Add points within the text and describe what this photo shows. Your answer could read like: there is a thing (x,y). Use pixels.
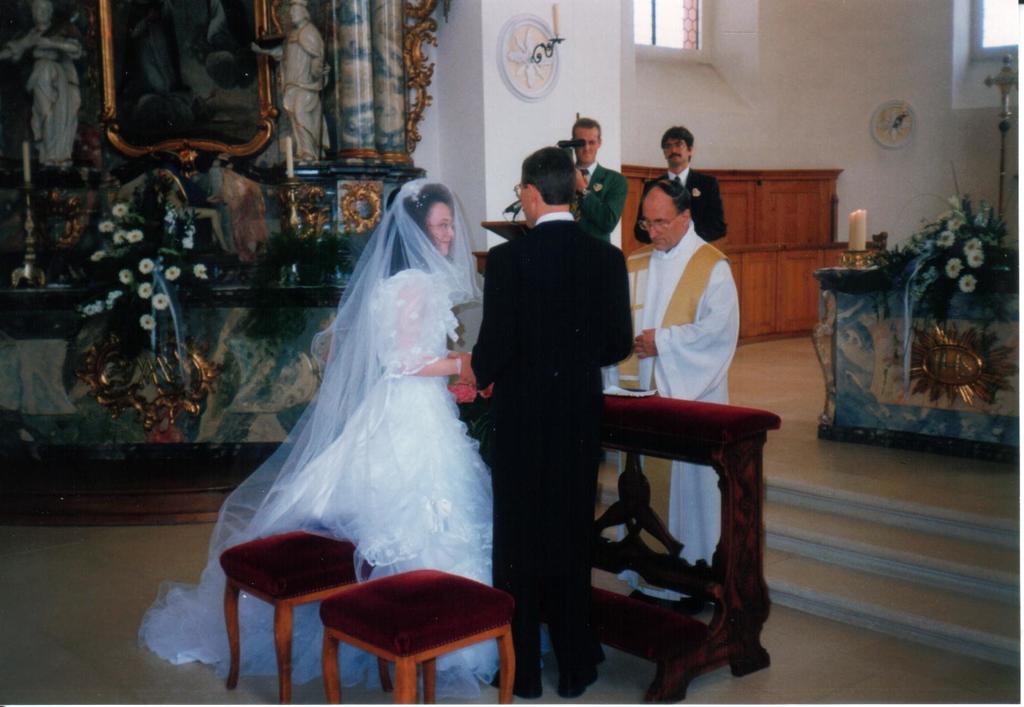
In this image we can see a couple (363,660) getting married. There is a person (727,267) standing and he is on the right side (697,556). Here we can see two persons (713,204) standing and the person (594,199) on the left side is recording a video. Here we can observe two statue (305,14) and a photo frame (174,88) in the center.
